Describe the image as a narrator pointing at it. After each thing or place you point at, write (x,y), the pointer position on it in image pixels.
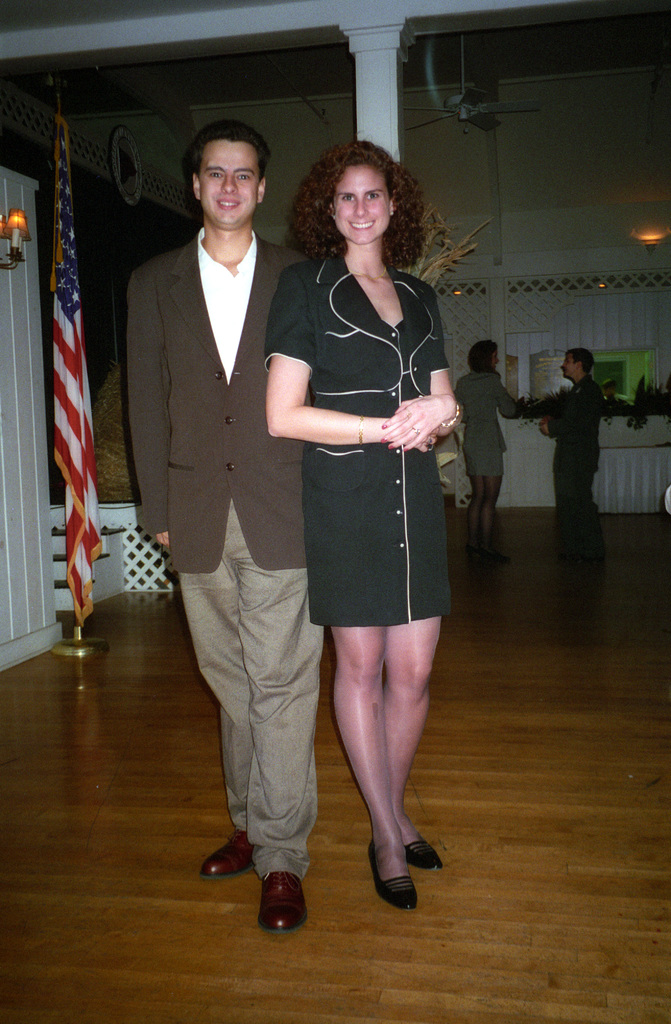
In this image we can see two persons (292,733) on the floor (326,712), behind them, we can see a light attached to the wall (42,416), a flag (78,448), two persons (489,437), lights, plants (524,414), ceiling fan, a pillar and a small wall (132,579).
